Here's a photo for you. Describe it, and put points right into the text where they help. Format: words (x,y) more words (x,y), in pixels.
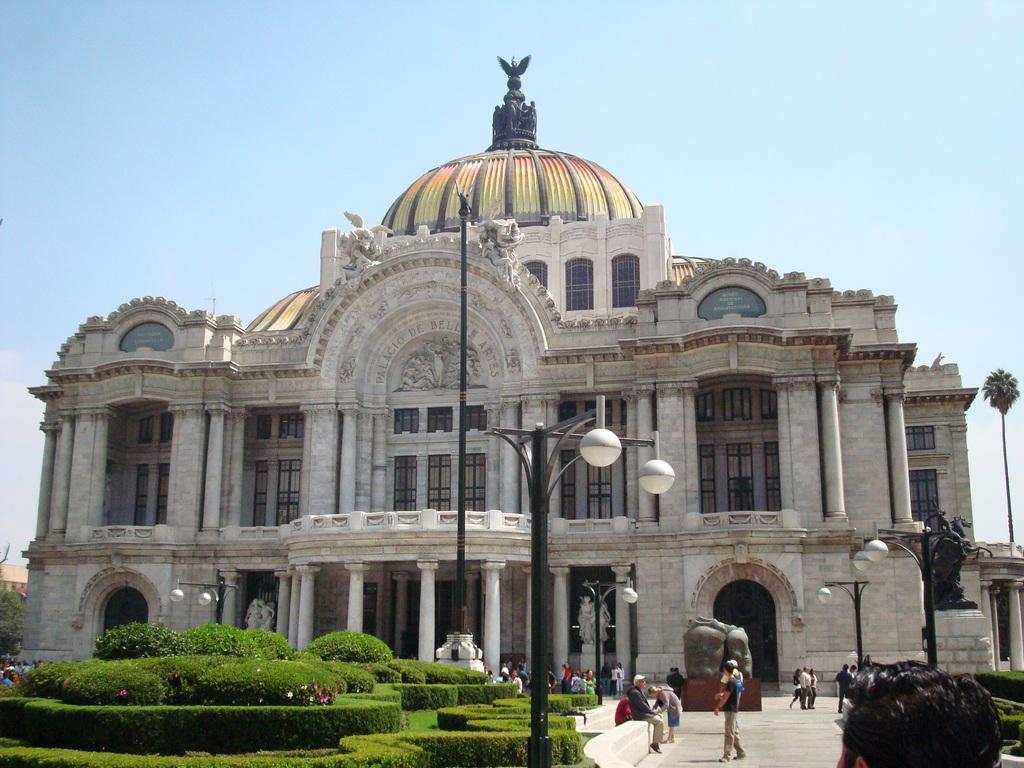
In this picture I can observe a building (765,575) in the middle of the picture (479,332). On the top of the building (519,213) I can observe a dome (525,177). There are some plants (552,745) in front of the building (472,311). In the background (291,172) there is sky (796,145).
